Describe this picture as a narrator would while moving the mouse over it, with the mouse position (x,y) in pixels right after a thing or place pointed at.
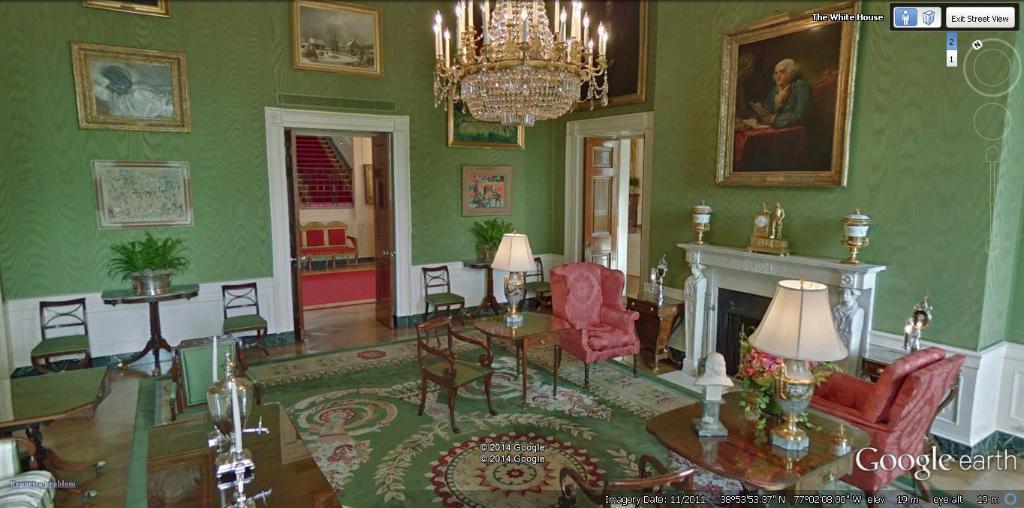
In this image we can see inside of a building (338,211). There are many chairs (573,274) and tables (544,340) in the image. There are many photos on the wall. There are few house plants (764,407) in the image. There are few lamps (807,445) in the image. There are few doors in the image. There are many objects (793,433) placed on the tables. There are staircases (339,192) in the image.
